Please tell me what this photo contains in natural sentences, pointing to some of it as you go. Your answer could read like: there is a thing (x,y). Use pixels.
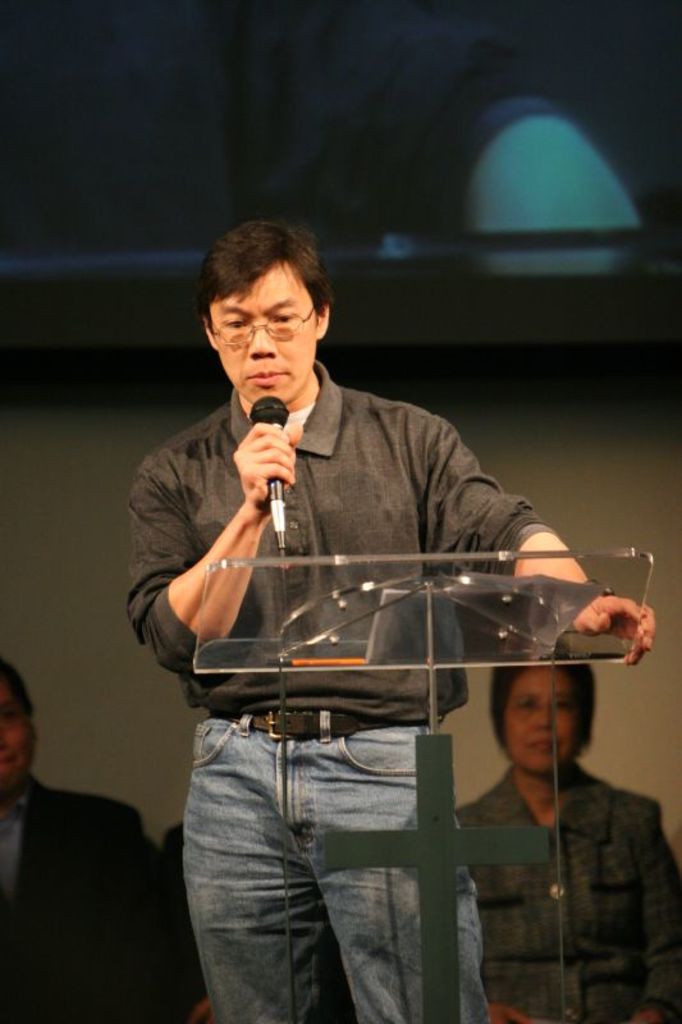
In this image we have a man (226,554) who is holding a microphone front of the podium (268,621). He is wearing a black shirt (185,558) and blue jeans (251,836) and spectacle (281,323). Behind the man (270,771) we have a couple of people (53,831).
